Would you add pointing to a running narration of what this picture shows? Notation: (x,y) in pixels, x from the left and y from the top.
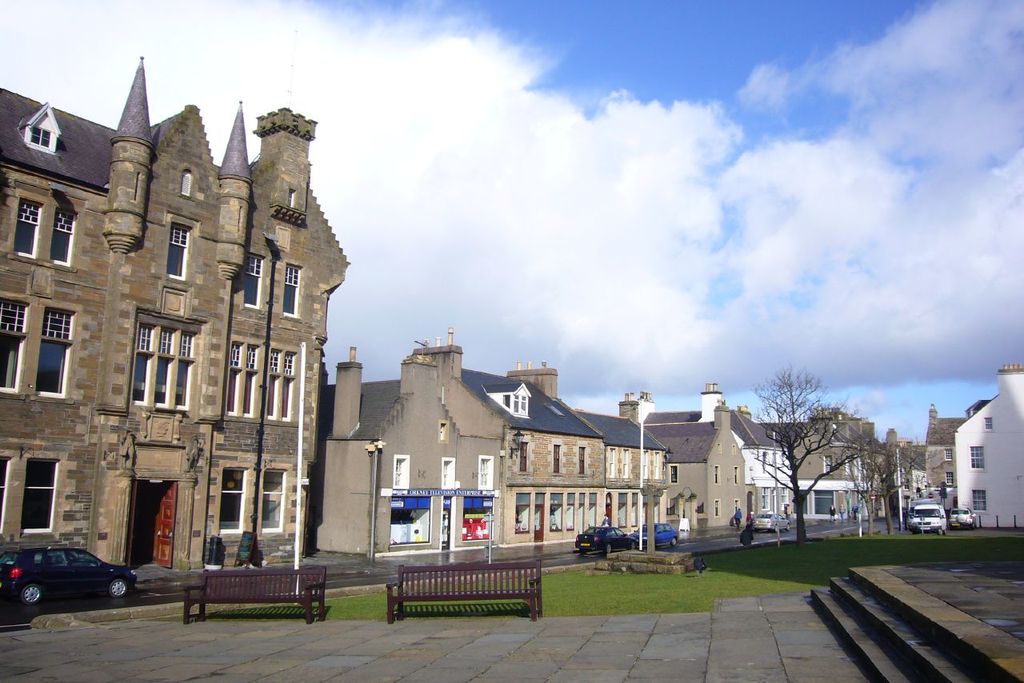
In this picture there are two benches (415,599) and there is greenery ground (578,596) behind it and there are few steps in the right corner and there are few vehicles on the road (835,523) and there are buildings (553,477) in the background (695,427) and the sky (678,409) is cloudy.
